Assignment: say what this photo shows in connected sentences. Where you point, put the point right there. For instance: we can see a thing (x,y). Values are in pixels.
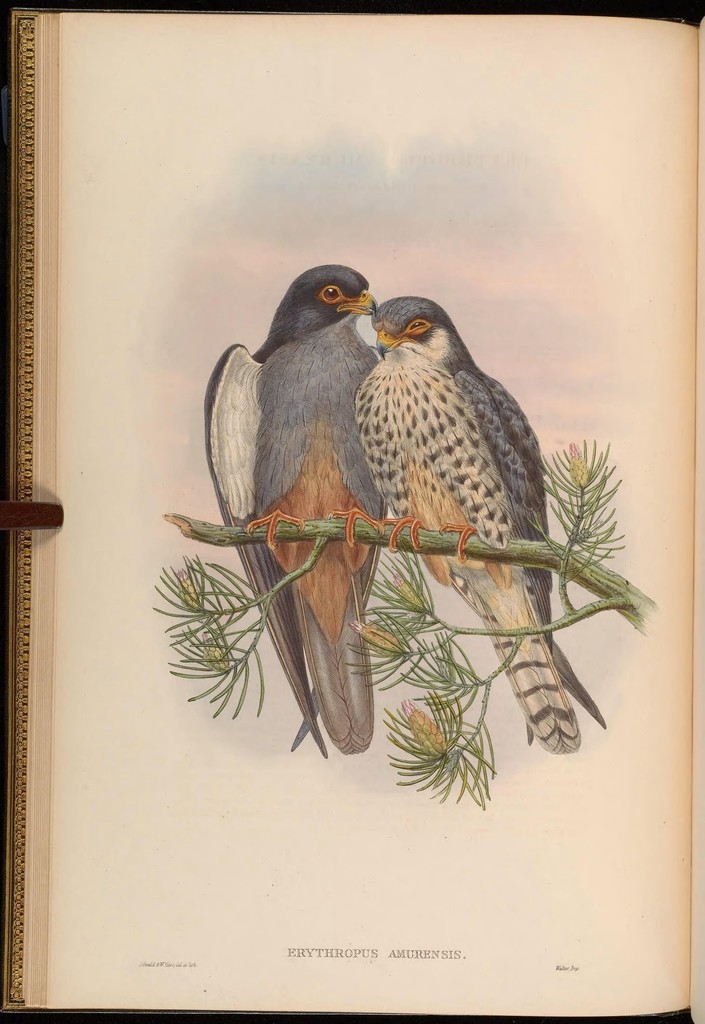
In this image we can see page (324,852) of the book (405,589). There is a drawing (436,576) of two birds (429,565) sitting on the branch (336,523) of the tree (416,634). There is some text (410,956) at the bottom of the book (389,918).
